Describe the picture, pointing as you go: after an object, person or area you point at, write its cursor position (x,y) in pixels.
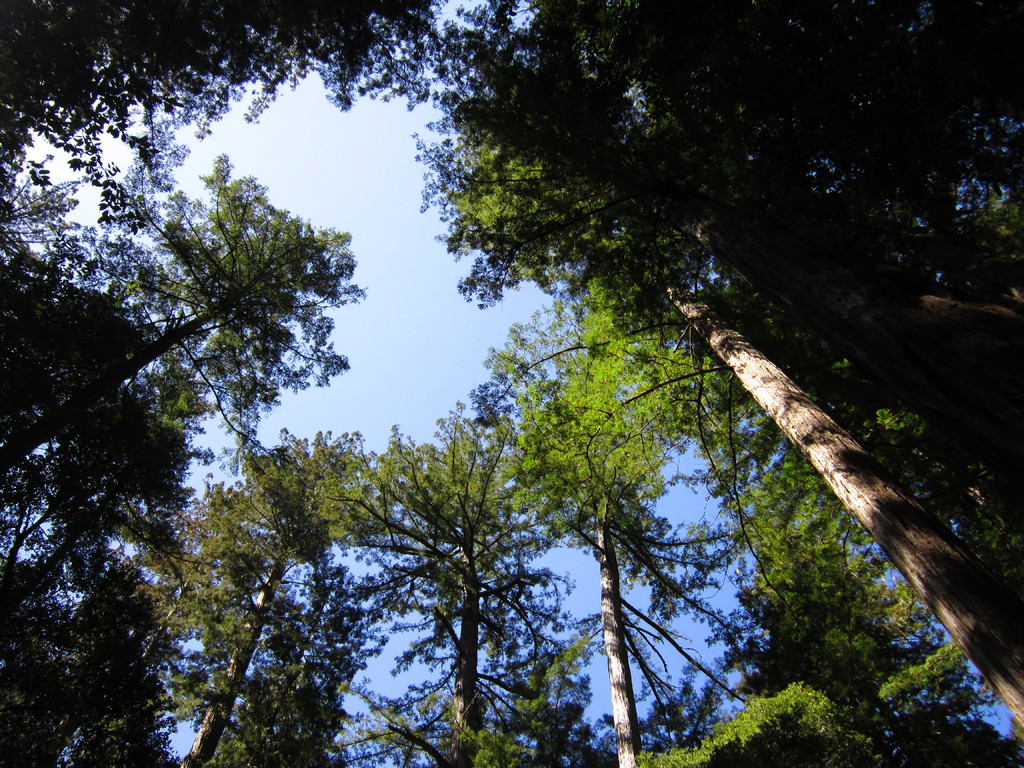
In this image I can see trees (795,434) in green color, background (296,125) the sky (317,131) is in white and blue color.
